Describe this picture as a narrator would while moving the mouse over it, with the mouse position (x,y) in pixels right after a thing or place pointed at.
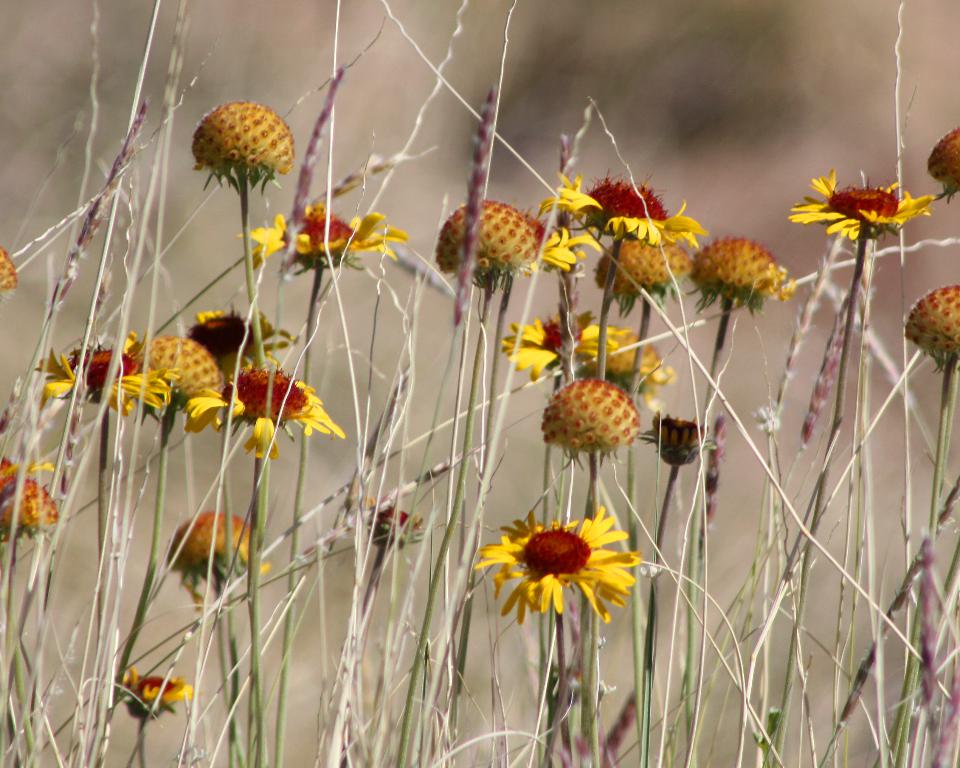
In this image there are flowers (223,150) to the stems (222,610). There are no petals (543,326) to some of the flowers (500,257). The background (523,84) is blurry.
